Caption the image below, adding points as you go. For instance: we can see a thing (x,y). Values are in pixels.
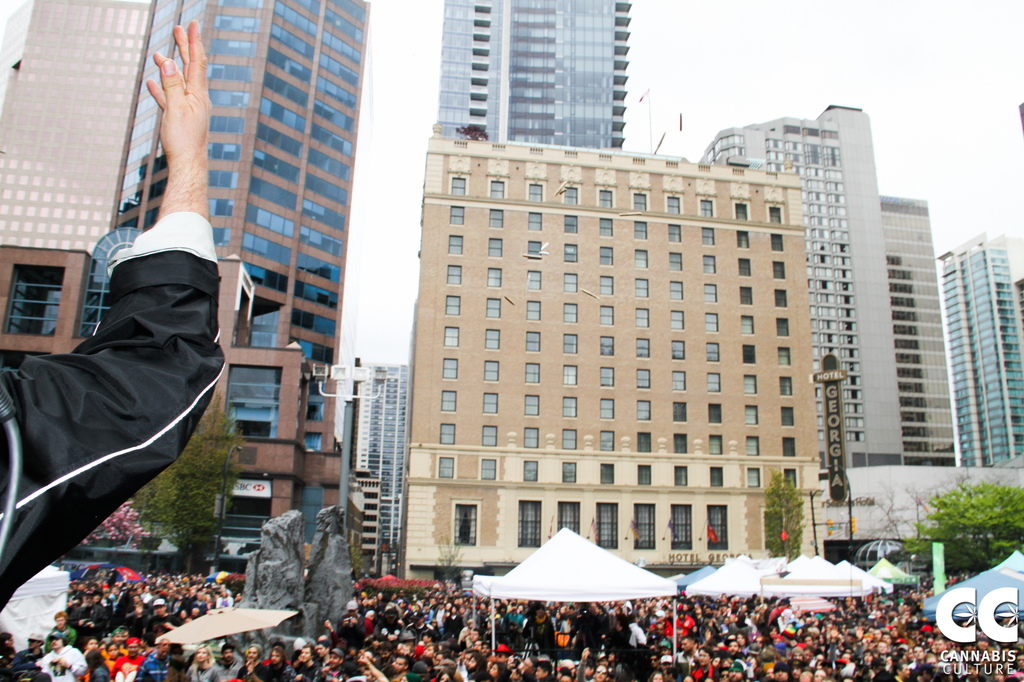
In this image we can see people (420,657), statues (349,580), umbrella (210,612), trees (1011,521), board (837,486), light pole (346,374), tents (50,596), watermark (938,609), logo (999,598), buildings (884,235) and sky (799,53).
